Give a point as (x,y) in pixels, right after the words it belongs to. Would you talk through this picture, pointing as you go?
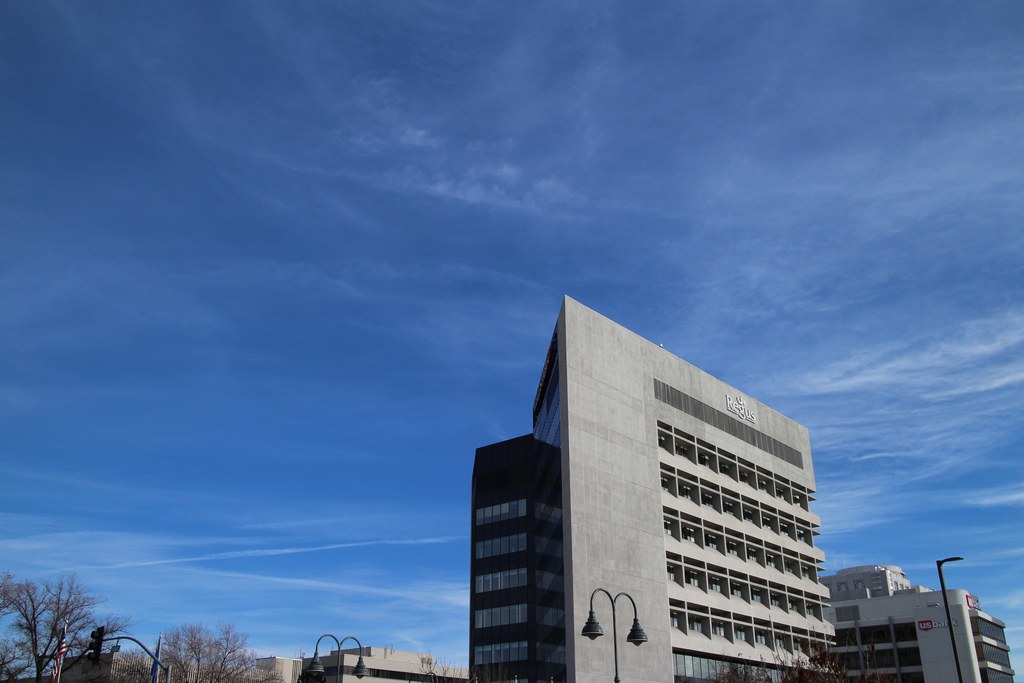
In this image I can see few buildings (842,611), windows (855,662), trees (23,647), light poles (597,634) and a flag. The sky (341,269) is in white and blue color.
